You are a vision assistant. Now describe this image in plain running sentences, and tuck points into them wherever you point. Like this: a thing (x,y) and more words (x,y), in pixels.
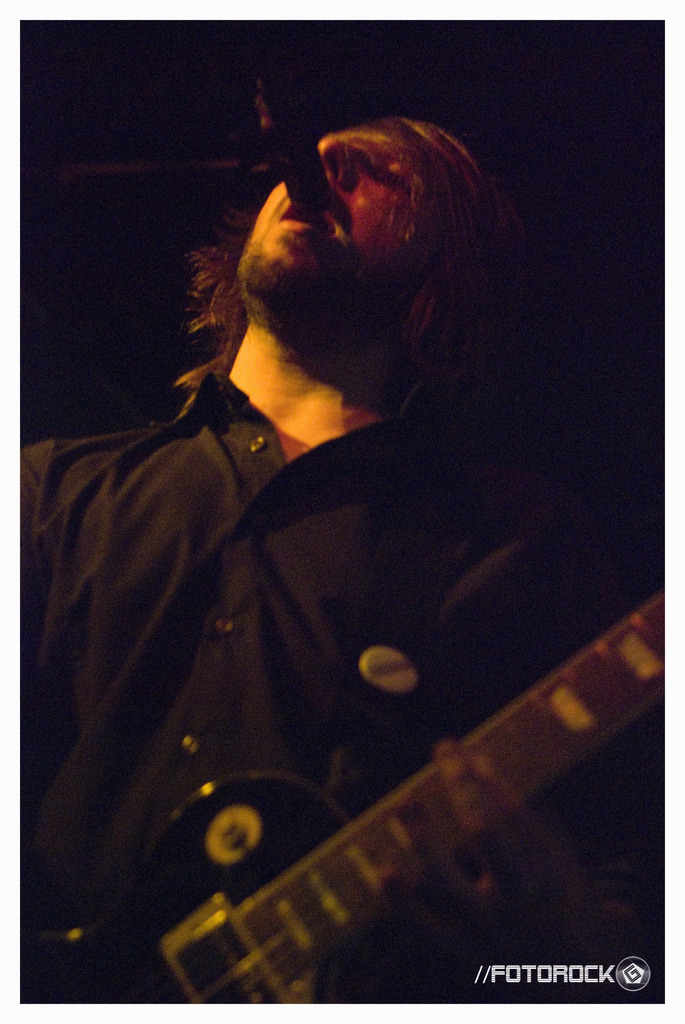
In this image I can see the person (321,448) wearing the black color dress (305,766) and holding the musical instrument (379,855). The person (533,626) is standing in-front of the mic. And there is a black background (102,128).
